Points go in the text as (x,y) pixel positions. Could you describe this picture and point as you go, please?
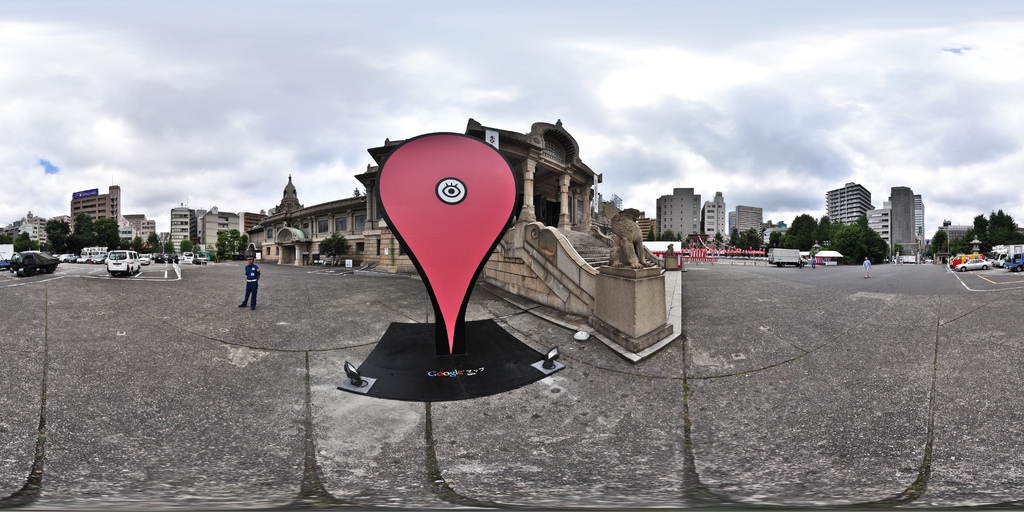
In this image we can see persons (251,287) standing on the road (242,317), motor vehicles (1002,256) on the road (318,372), trees (228,256), buildings (373,256), statues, pedestals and sky (796,187) with clouds (747,190).
